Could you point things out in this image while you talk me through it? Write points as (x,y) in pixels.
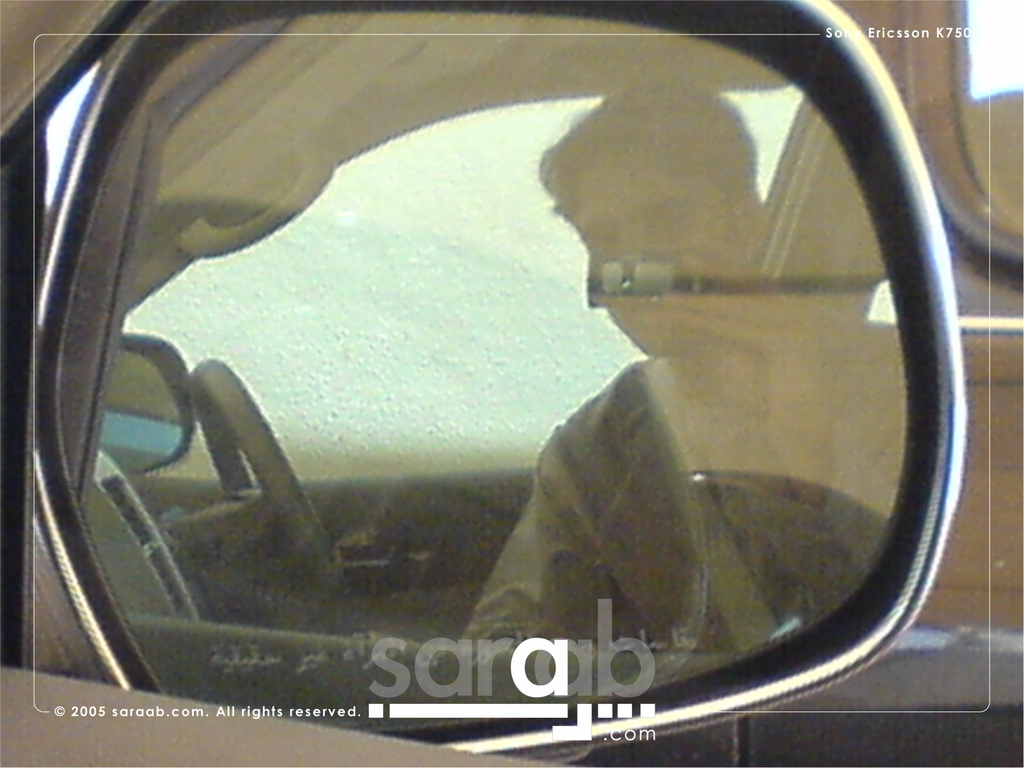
In the picture I can see vehicle side mirror (712,577) on which I can see the reflection (576,436) of a person (573,550) sitting in the vehicle (188,638) and here I can see the steering (237,567) on the left side of the image (255,561). Here I can see the watermark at the bottom of the image (426,687).
